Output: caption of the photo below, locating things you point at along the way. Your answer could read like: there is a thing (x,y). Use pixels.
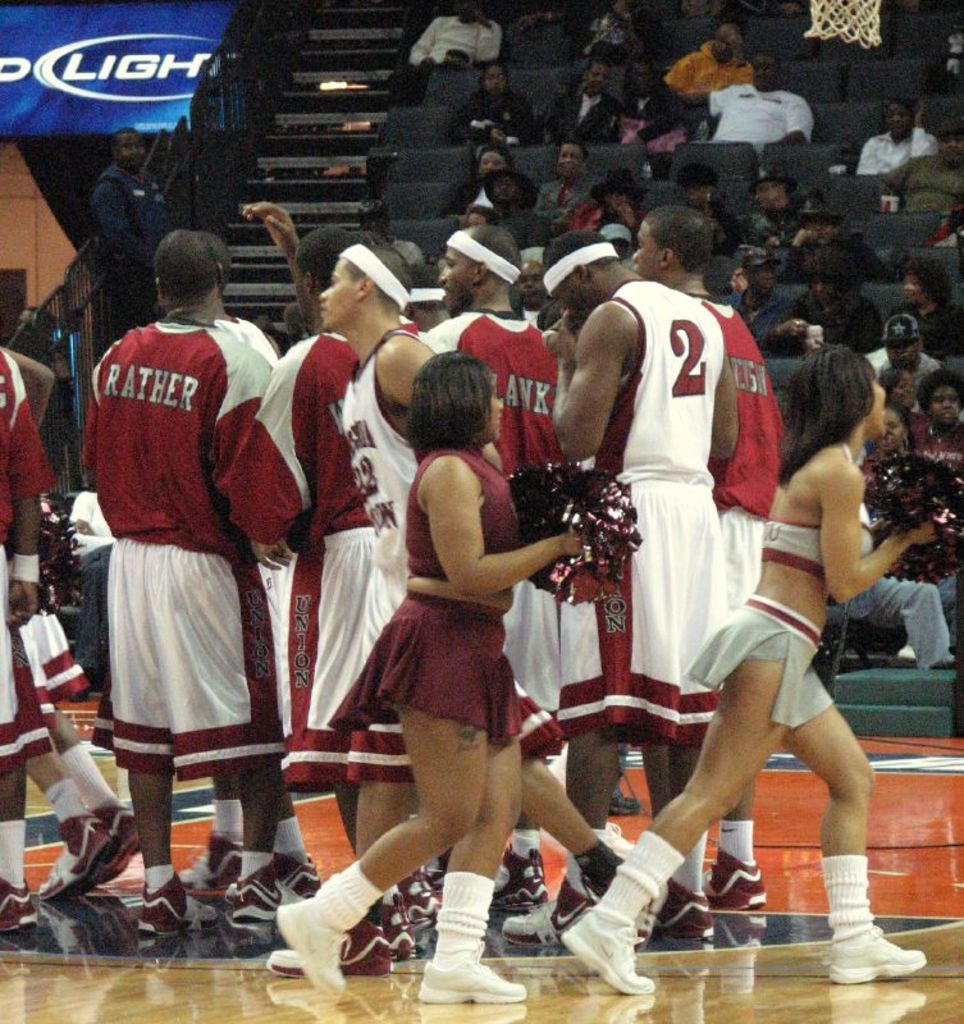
We can see people (449,540). In the background (421,107) we can see chairs (425,118), steps (332,57) and hoarding (104,81). These are audience (432,39).
